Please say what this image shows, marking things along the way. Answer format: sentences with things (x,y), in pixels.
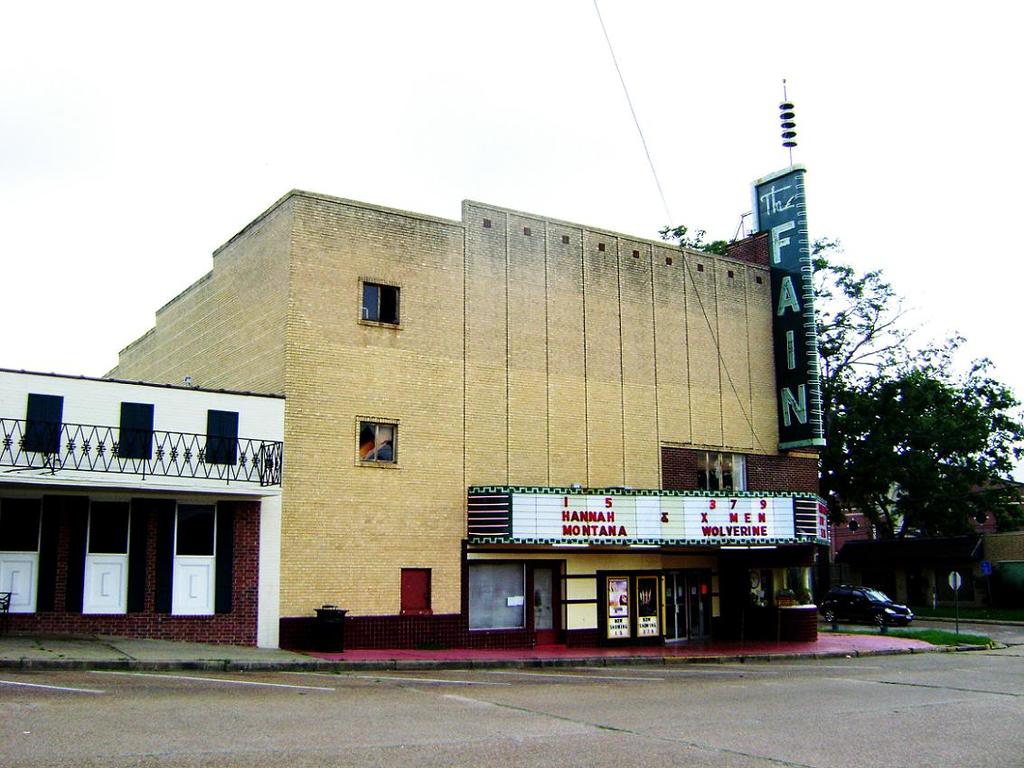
As we can see in the image there are buildings (391,431), fence (98,449), windows (394,308), doors (180,551), banner (670,538), trees (830,339), car (881,603) and sky (371,116).
